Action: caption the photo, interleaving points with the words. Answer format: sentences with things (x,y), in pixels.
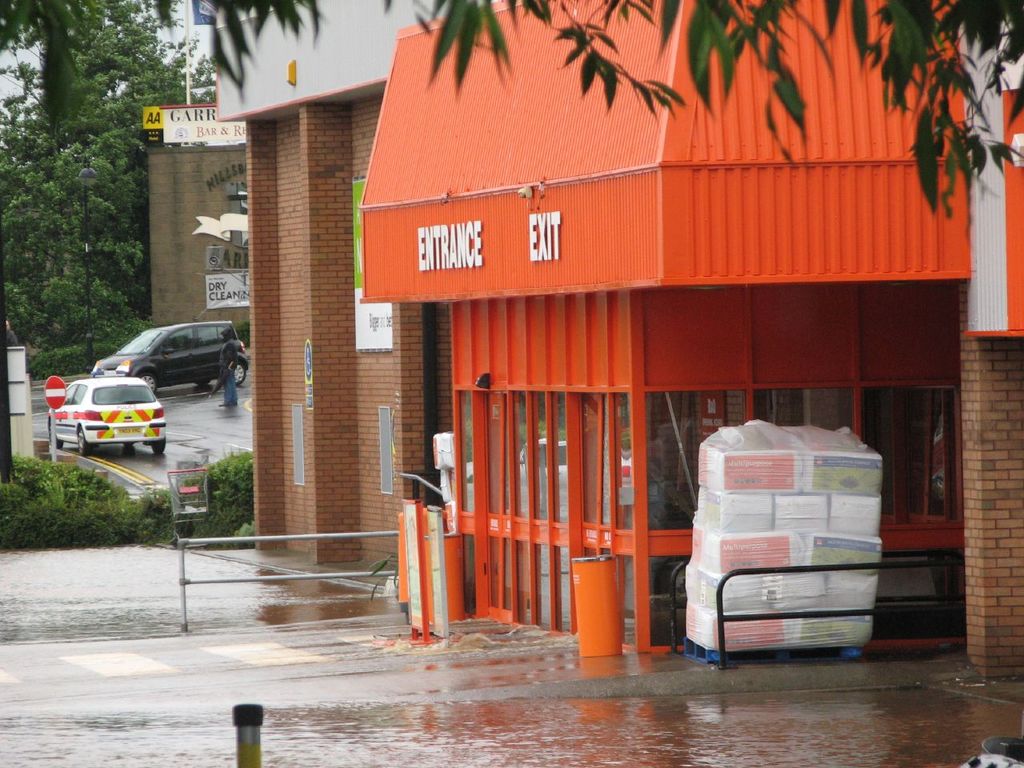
In the image there is a store (525,254) with name board (450,217) and glass walls (622,460). In front of the store (622,460) there are few items (763,511). And beside the store (527,512) there is a packet (751,627). And also there is a brick wall (264,246) with pillars (276,297) and posters (308,395). On the left side of the image (139,279) there are trees (137,258), road (144,477) with vehicles (175,329), pole (51,445) with sign board (55,401), wall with name boards (190,114) and posters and also there is a pole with flag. At the top of the image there are leaves (658,82).
